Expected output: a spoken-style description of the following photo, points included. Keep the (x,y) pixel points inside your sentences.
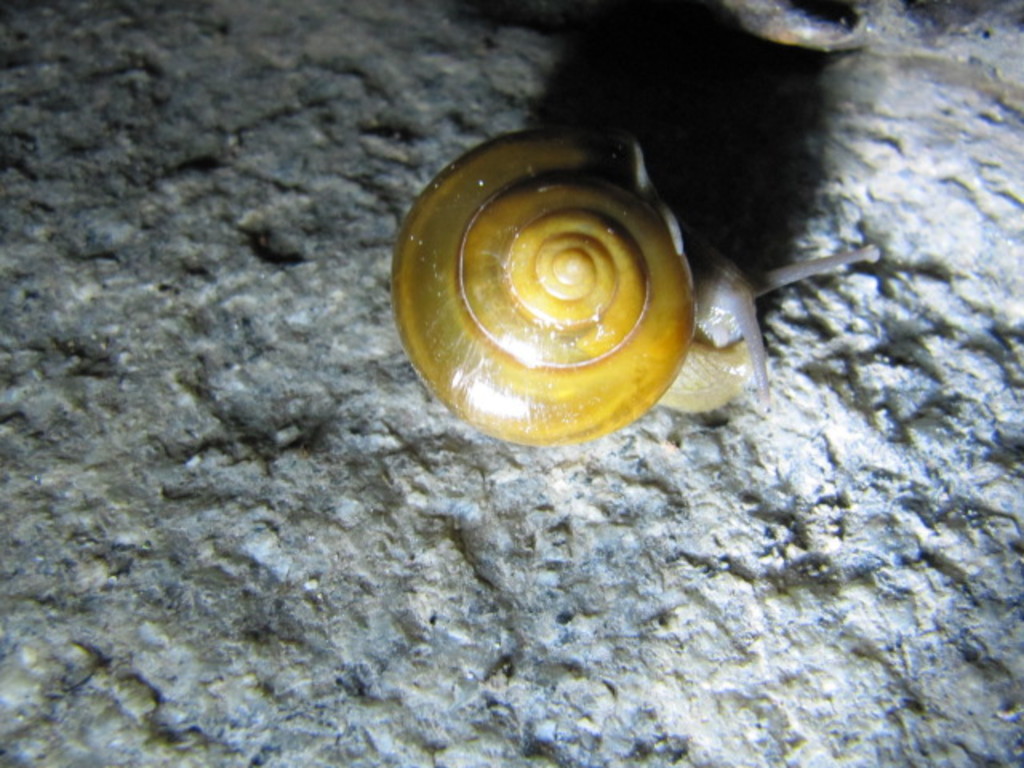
In this picture there is a snail (748,340) coming out of a snail shell (606,364) and there is an object (782,38) beside it.
